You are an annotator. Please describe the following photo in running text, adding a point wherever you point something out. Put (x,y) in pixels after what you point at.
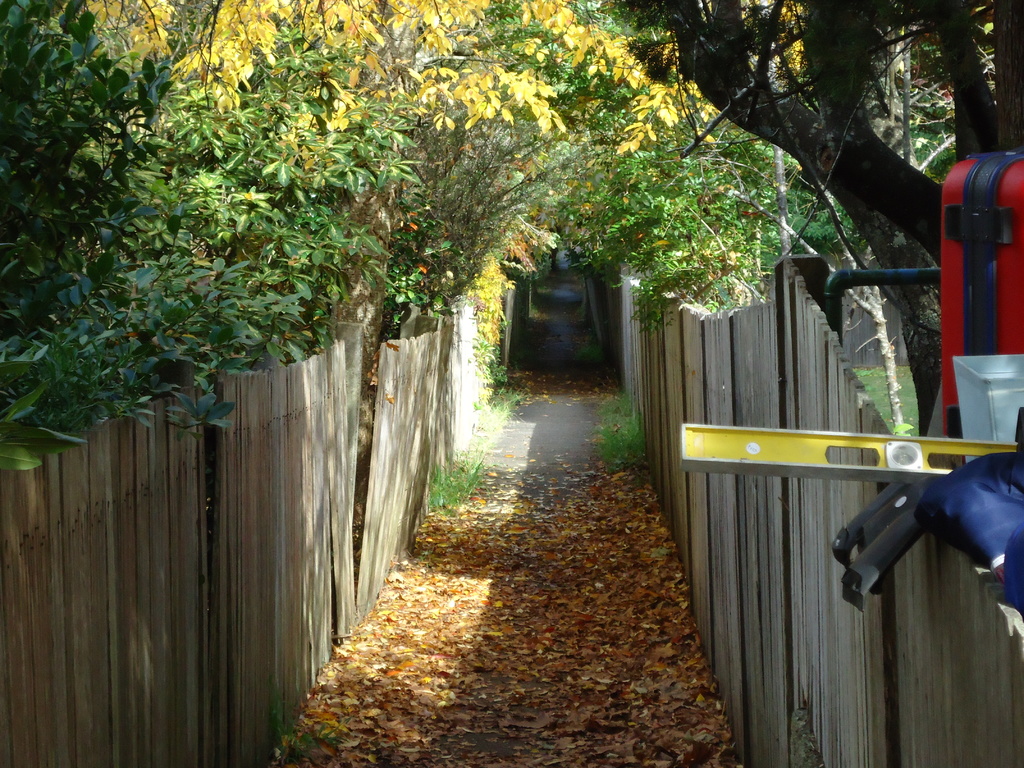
In this image, we can see the ground (522,677). We can see the wooden fence (917,641). There are a few trees (366,204). We can see some grass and dried leaves (568,689). We can see some objects (949,270) on the right (914,467).
